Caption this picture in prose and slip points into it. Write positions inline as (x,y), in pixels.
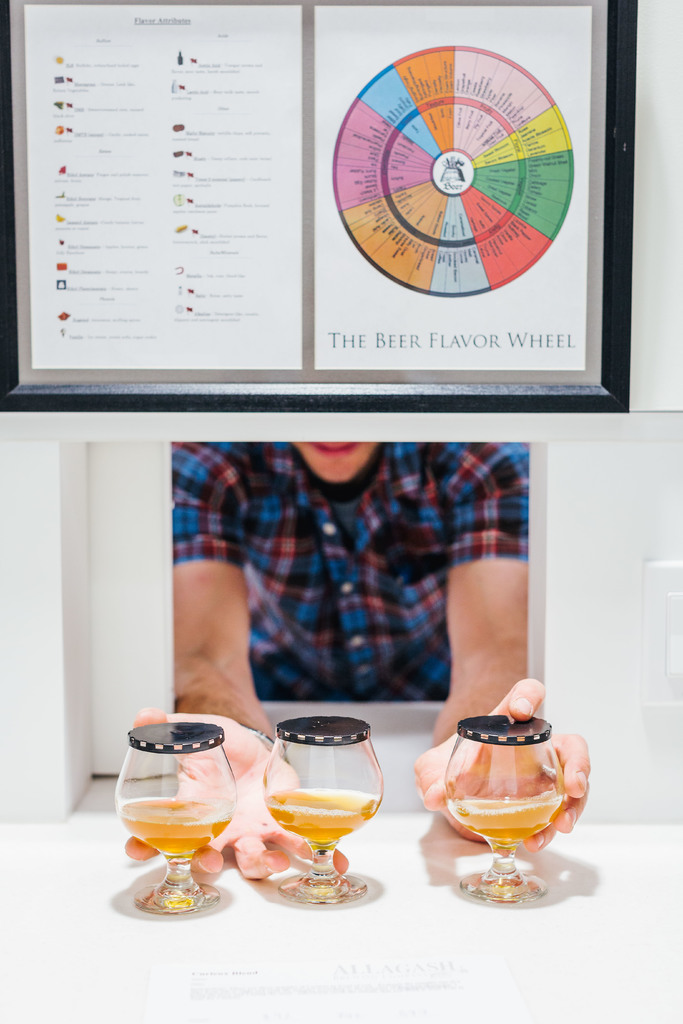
In this picture I can see one scene, in one part I can see a circle (391,151) with some text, another part I can see a person (268,634) holding glasses (314,806).
